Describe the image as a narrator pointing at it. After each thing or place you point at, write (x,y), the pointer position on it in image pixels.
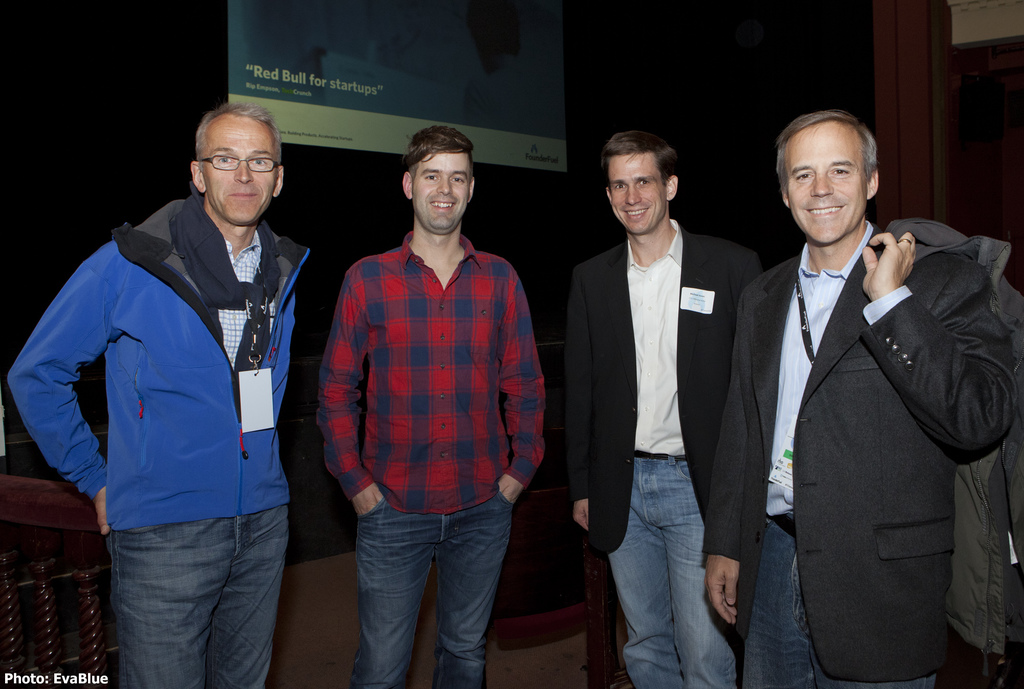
In the foreground of this image (509,453), there are four men (692,444) standing and having smile on their faces (439,217). In the dark background (341,56), there is a screen (355,58) and it seems like few chairs (585,634) in the background (599,654).
